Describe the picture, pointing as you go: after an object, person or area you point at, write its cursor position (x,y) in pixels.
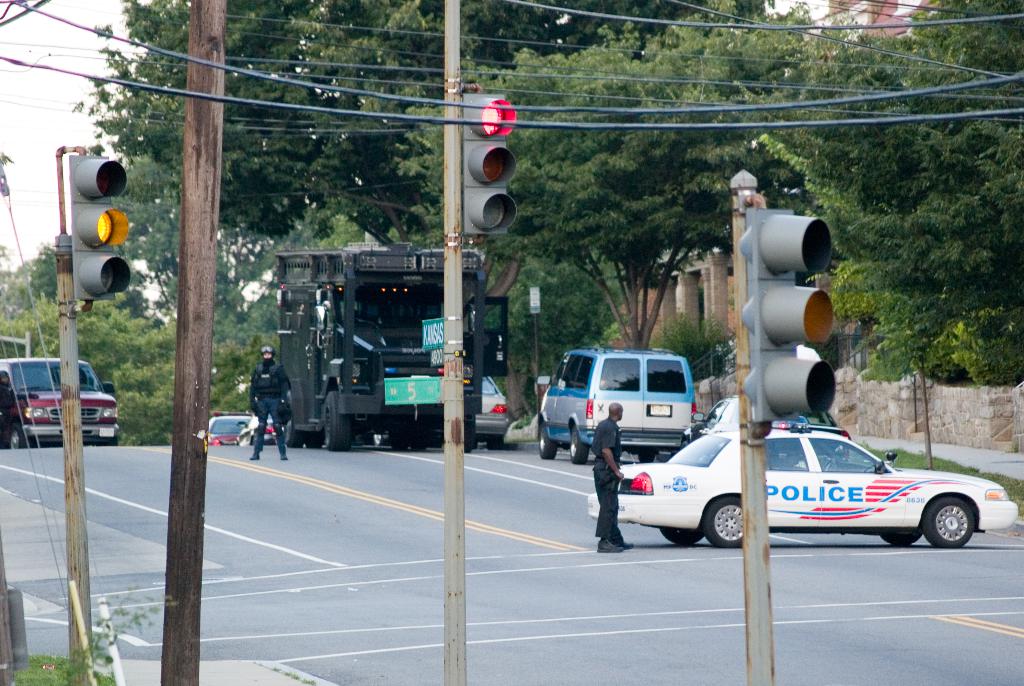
In this image there is a road (354,490) on which there are vehicles (366,389). In the middle (461,455) there are three traffic signal lights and a pole (188,291) in the middle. At the top (517,76) there are wires (644,127). In the background (689,137) there are trees (681,132). There is a police car (675,487) on the road (671,554), Beside it there is an officer (612,457).
